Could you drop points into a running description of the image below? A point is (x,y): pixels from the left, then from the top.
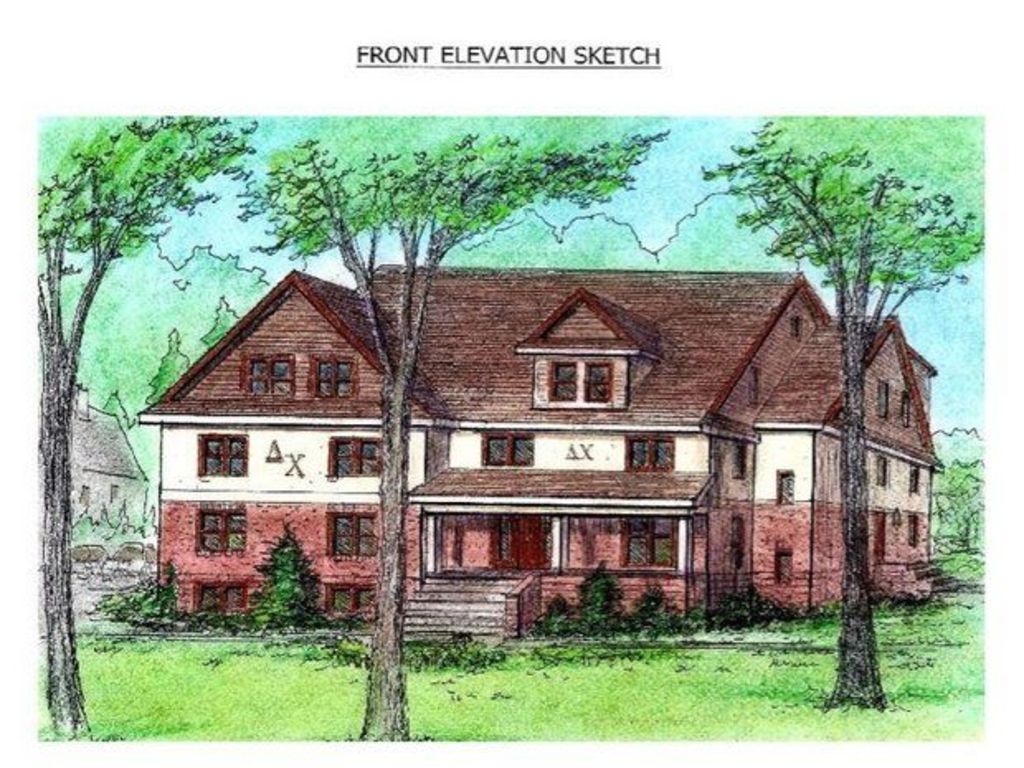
There is a drawing of trees (827,144), grass (899,668) and a building (462,541) which has stairs (463,602), door (541,522) and windows (523,442).
